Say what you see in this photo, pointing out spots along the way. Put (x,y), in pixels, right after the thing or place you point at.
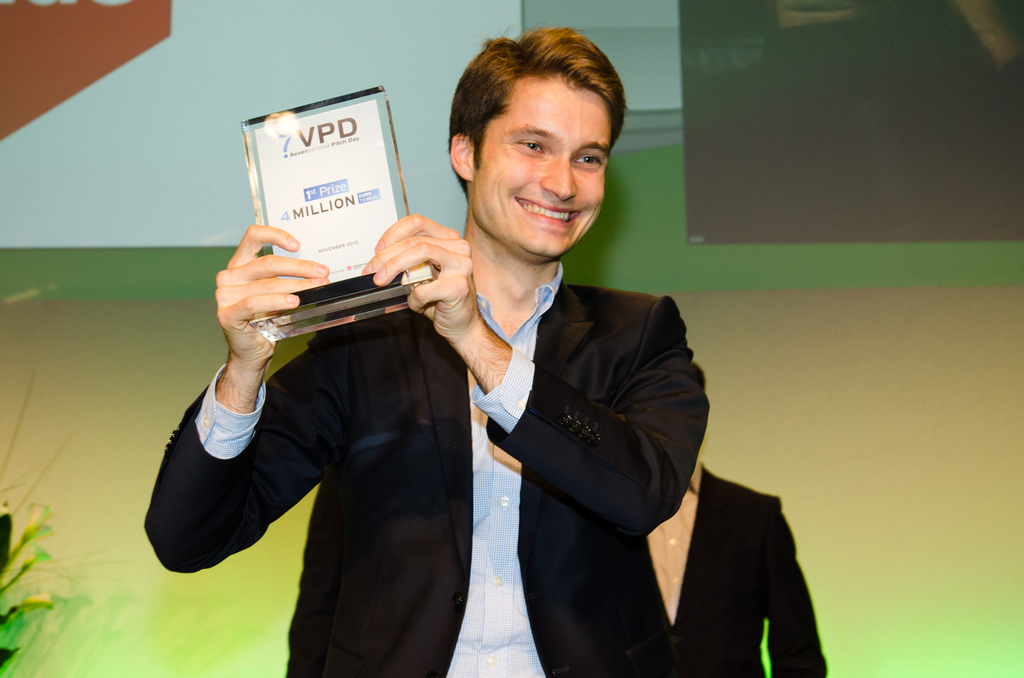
In this picture I can see a man (472,180) who is standing and I see that he is smiling and he is holding a thing (321,128) in his hands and I see something is written on it. In the background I can see a person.
